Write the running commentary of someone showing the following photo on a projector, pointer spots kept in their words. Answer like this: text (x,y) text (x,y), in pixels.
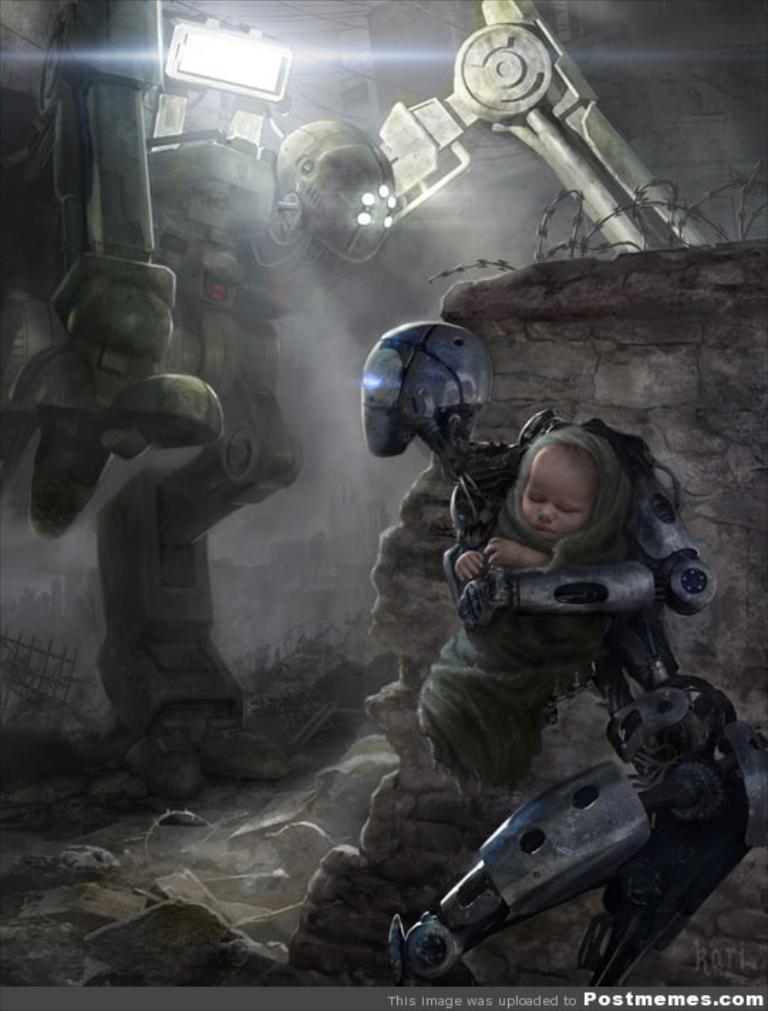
In this image I can see the depiction picture. In this picture I can see few robots (153,416) and a child (606,446). On the top left side of the image (191,76) I can see a light (191,63) and on the bottom right side (732,954) I can see a watermark (689,998). On the right side of the image (602,377) I can see the wall (617,384) and on it I can see few iron wire like things (562,224). I can also see few stuffs (219,817) on the ground (195,813).
